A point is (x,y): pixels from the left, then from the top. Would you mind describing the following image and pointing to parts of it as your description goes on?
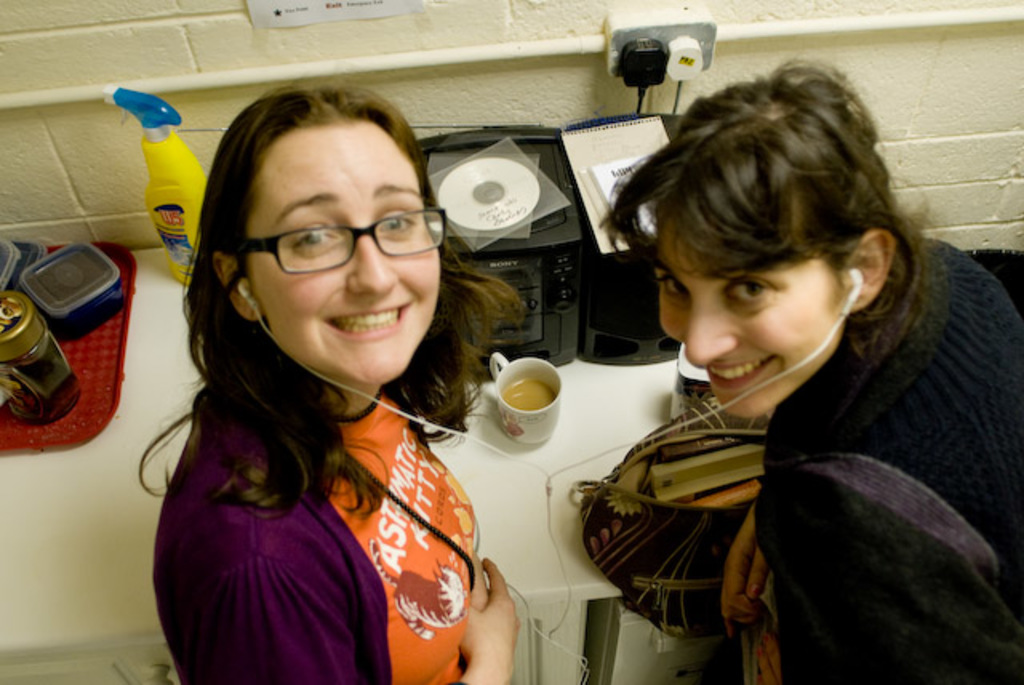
This image consists of two women (399,428) wearing jackets (852,555). Beside her there is a table (11,566) in white color on which there is a music player (541,142).
